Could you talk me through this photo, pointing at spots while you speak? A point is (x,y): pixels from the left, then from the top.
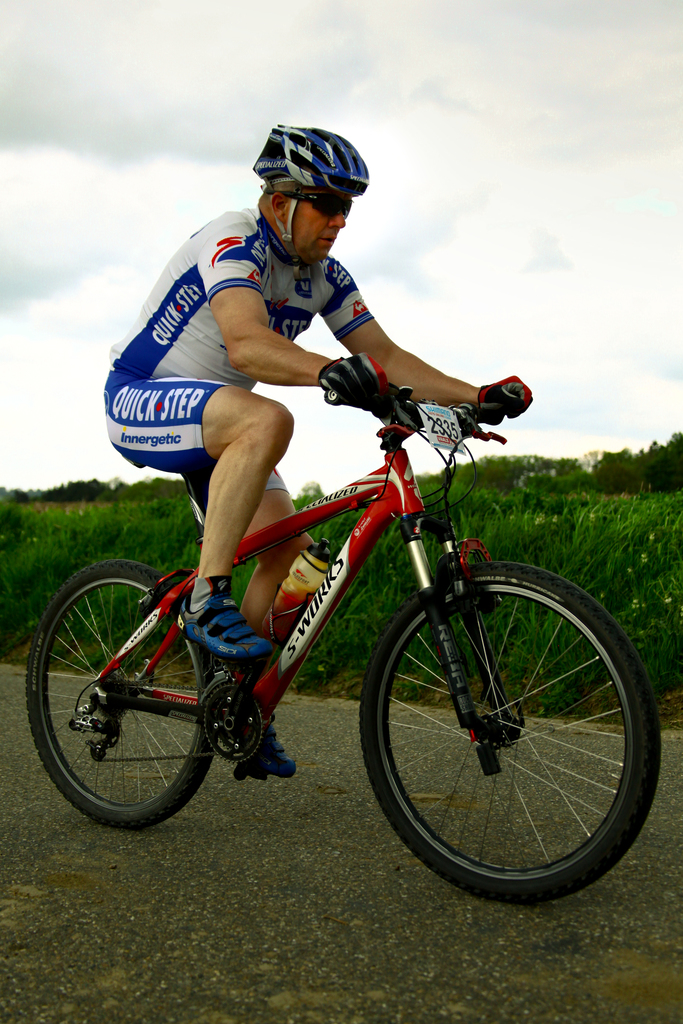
In this image we can see a person (273,343) wearing helmet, goggles (291,194) and gloves (371,398). He is riding a cycle (377,492). On the cycle (405,527) there is a number (447,414) and a bottle (322,552). In the background (104,333) there are trees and sky (212,94) with clouds (84,292).
